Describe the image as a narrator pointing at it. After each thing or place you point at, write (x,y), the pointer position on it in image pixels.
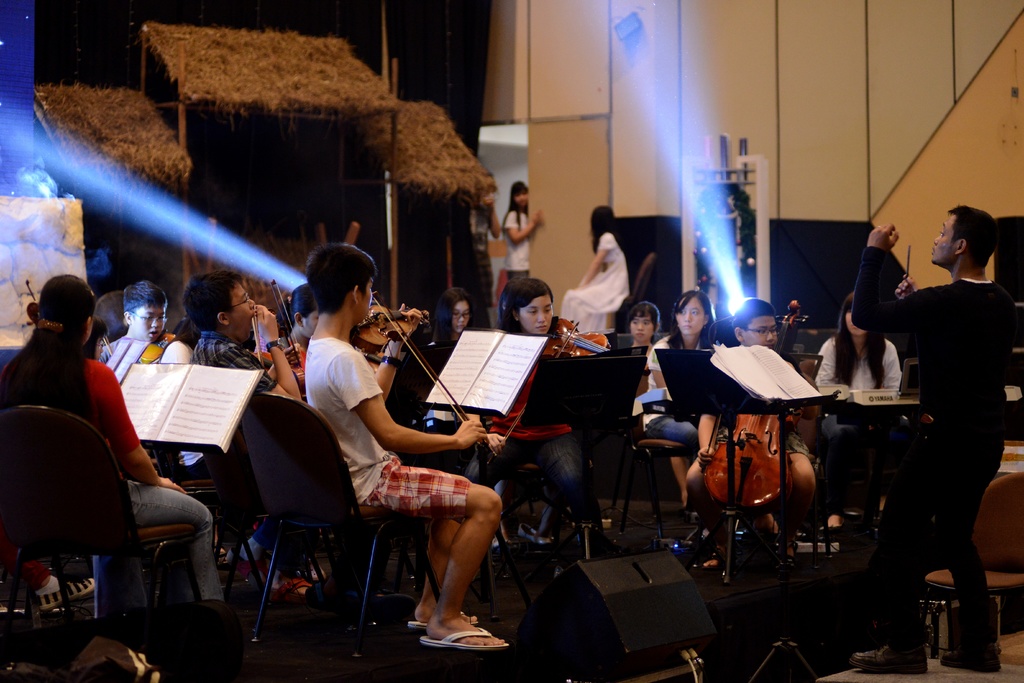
In this picture I can see many people (441,502) were playing violins (575,336) and a cello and they are sitting on the chair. In front of them I can see the stand (590,378) on which we can see some papers (486,376). In the background (521,223) there is a woman (511,243) who is standing near to the door (574,199). On the stage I can see the speakers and focus light (729,300).
